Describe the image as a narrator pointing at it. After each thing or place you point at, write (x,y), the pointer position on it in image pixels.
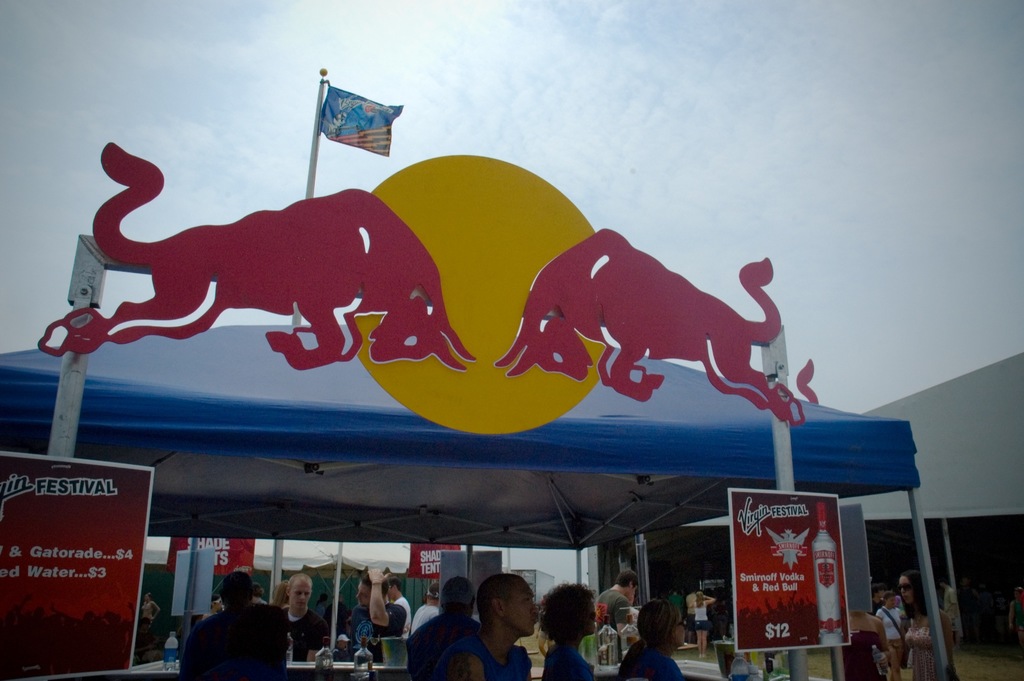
In this image I can see few people (577,610) around. I can see few tents (882,421), poles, flag (332,91), boards (9,476) and few objects (607,628) on the tables (612,670). The sky (632,156) is in blue and white color.
